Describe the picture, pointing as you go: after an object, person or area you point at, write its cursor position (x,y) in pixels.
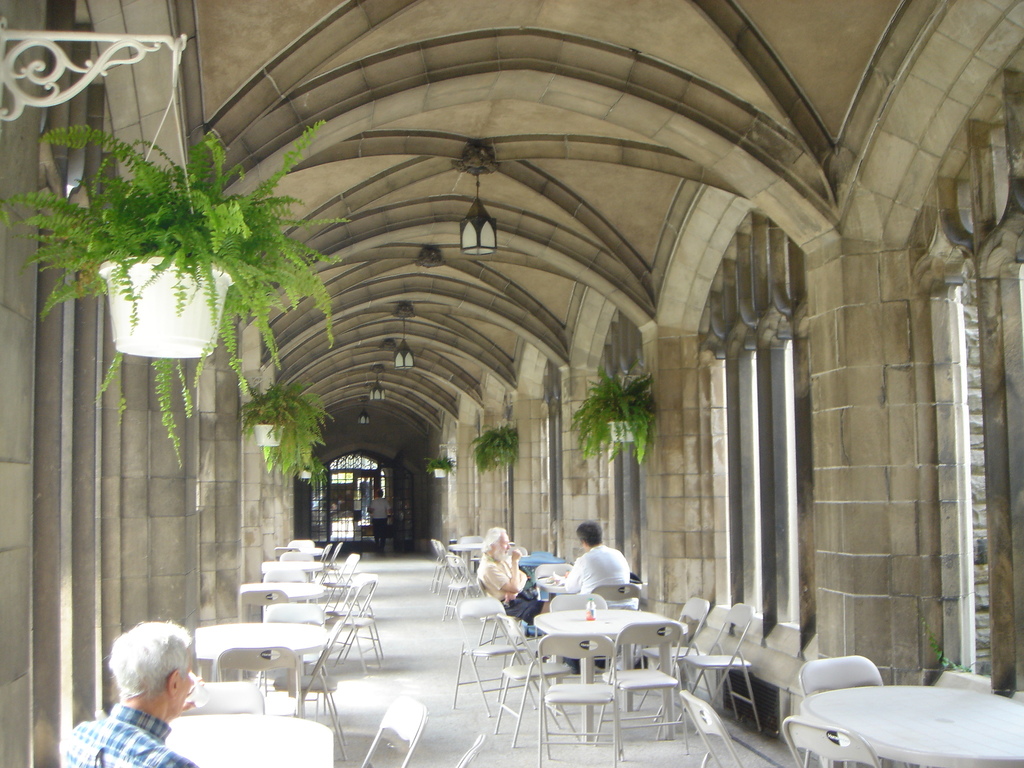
In this picture there are three people (75,765) sitting on chairs (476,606) and we can see chairs (597,656), tables (323,729), plants (146,236) with pots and rod (71,59). In the background of the image (390,482) we can see a person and door (319,498).
